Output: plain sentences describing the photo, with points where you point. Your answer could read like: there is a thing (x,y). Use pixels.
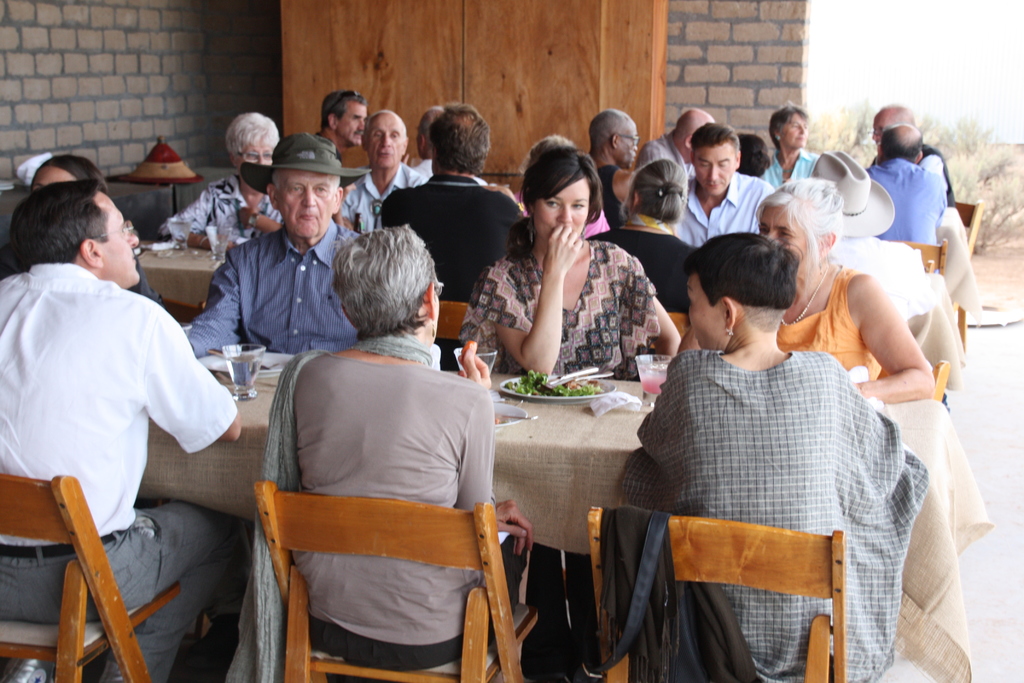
In this image I see number of people (25,332) who are sitting on chairs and there are tables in front of them on which there are food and other things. In the background (724,50) I see the wall (712,113).
